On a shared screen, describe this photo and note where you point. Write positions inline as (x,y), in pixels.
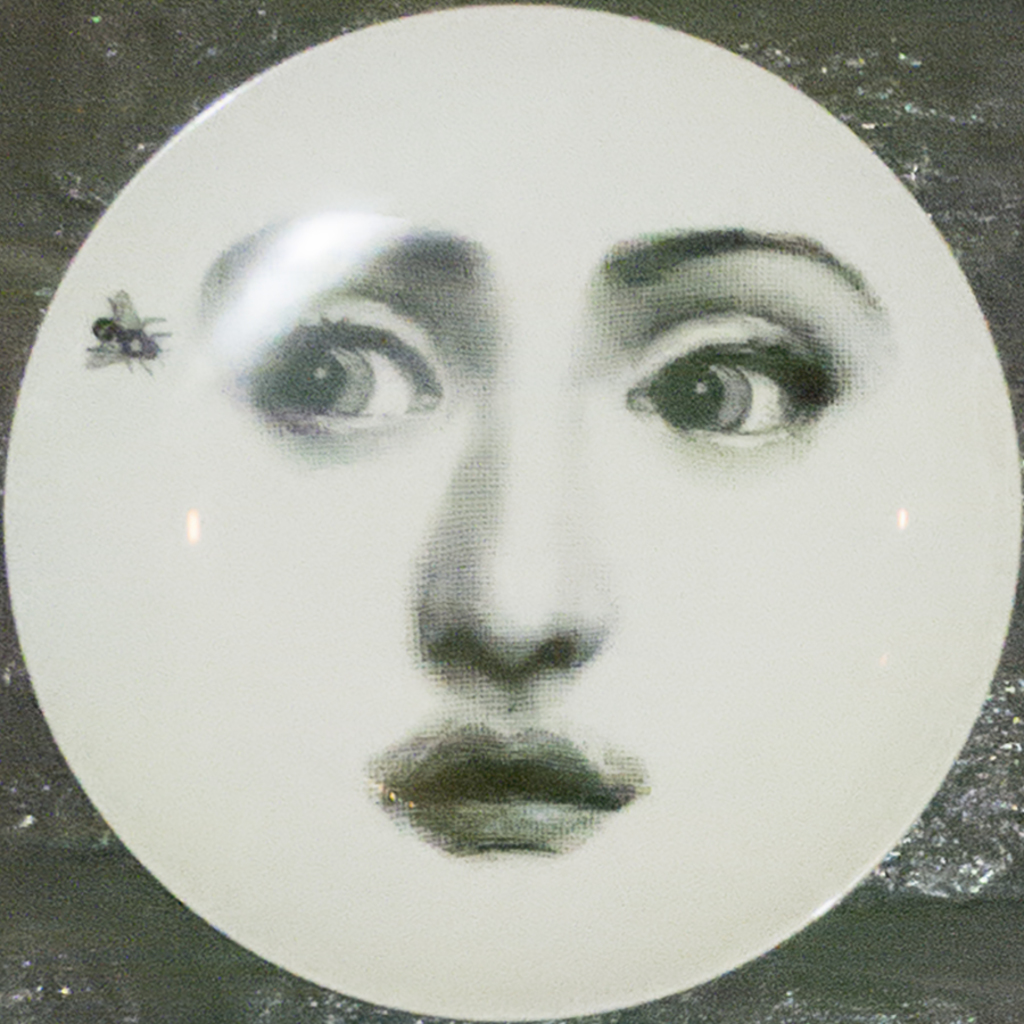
In this image there is a painting (561,730) on the plate (626,314) having an insect (149,344) on it. Two eyes (284,375), nose (528,626) and a mouth (511,745) are painted on the plate (655,371).
